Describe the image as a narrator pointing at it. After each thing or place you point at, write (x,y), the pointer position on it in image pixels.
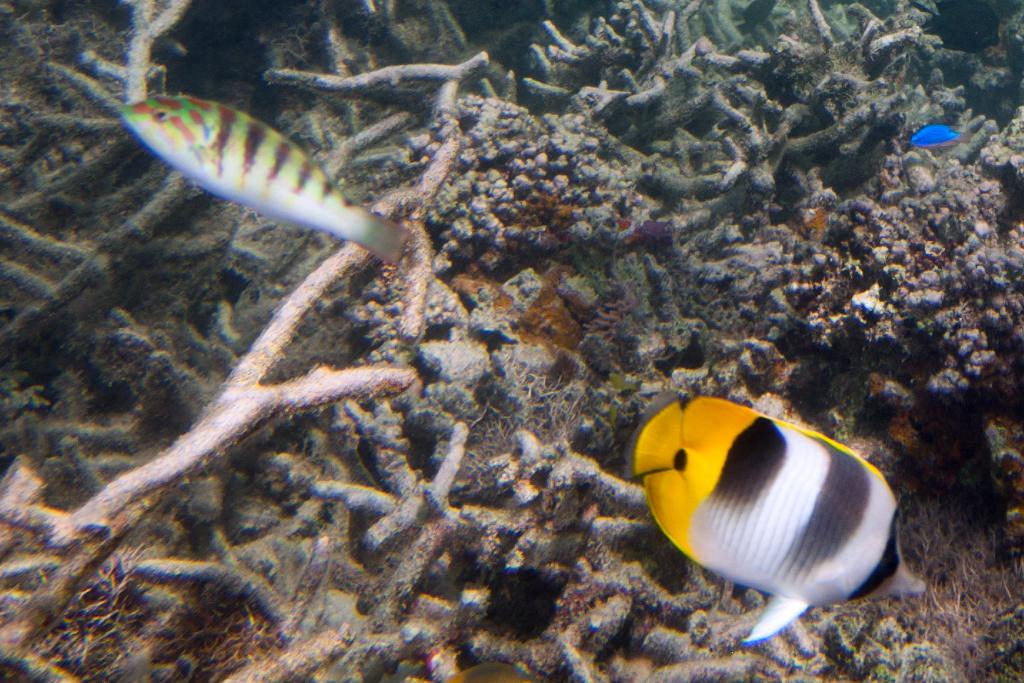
In the image we can see there are fishes (796,512) in the aquarium (373,151).
